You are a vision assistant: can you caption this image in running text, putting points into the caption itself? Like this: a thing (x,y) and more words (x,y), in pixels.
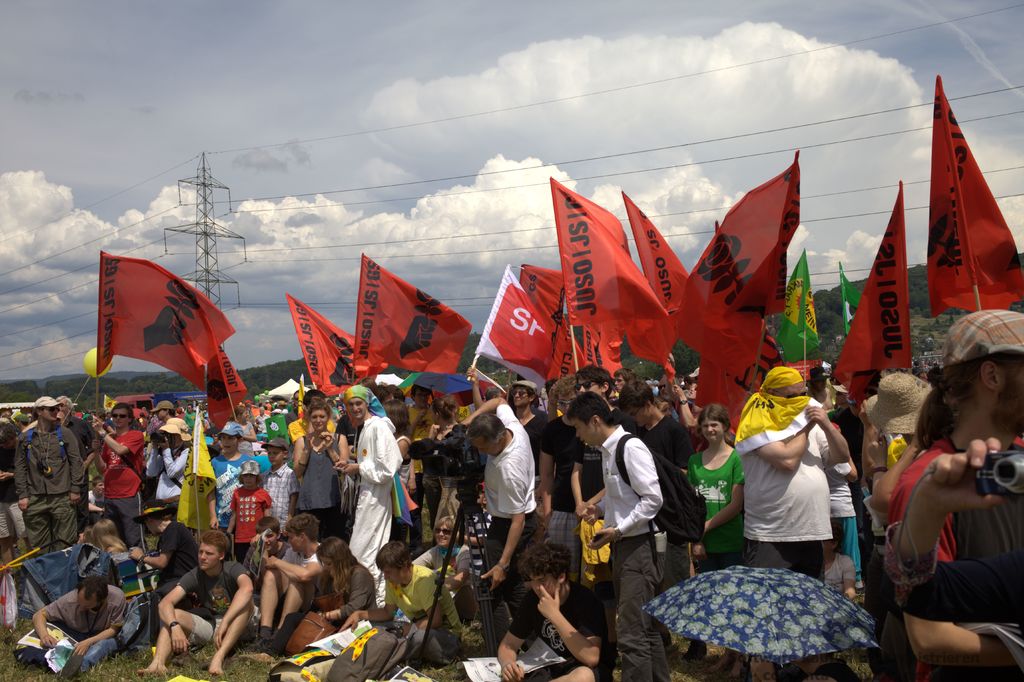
In the center of the image (496,434) we can see people (615,510) standing and some of them are sitting. There are flags (196,326). In the background (496,285) there are wires (271,198), tower (208,299), hills (109,388) and sky (428,246). There is an umbrella (787,617).
